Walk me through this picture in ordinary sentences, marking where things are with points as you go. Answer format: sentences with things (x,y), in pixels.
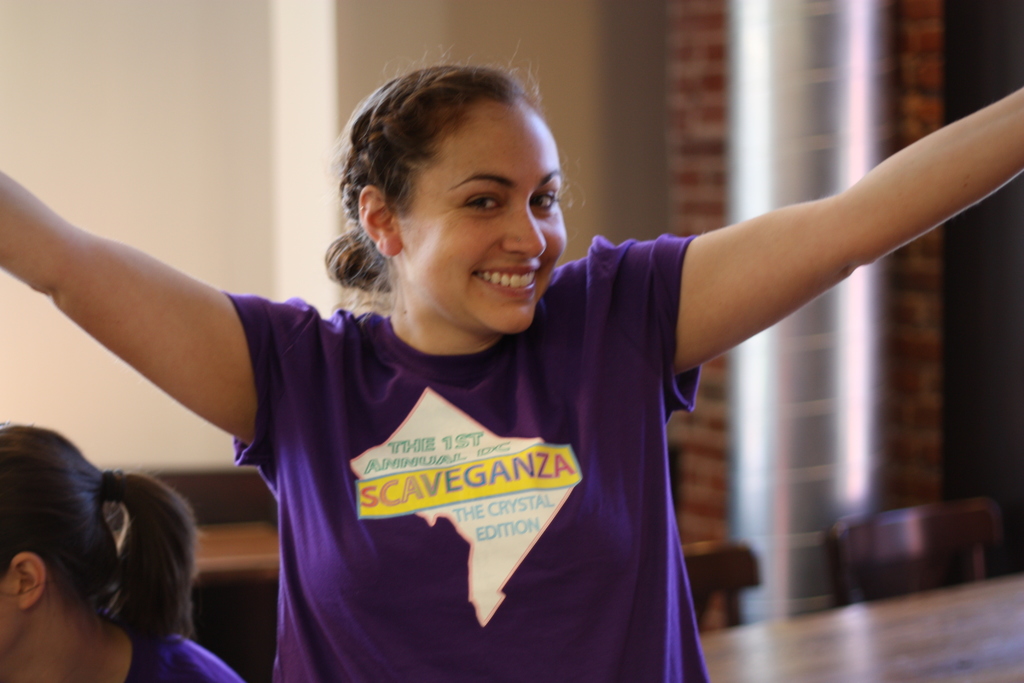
In this picture a lady (501,227) with a purple color shirt (343,373) is smiling.
